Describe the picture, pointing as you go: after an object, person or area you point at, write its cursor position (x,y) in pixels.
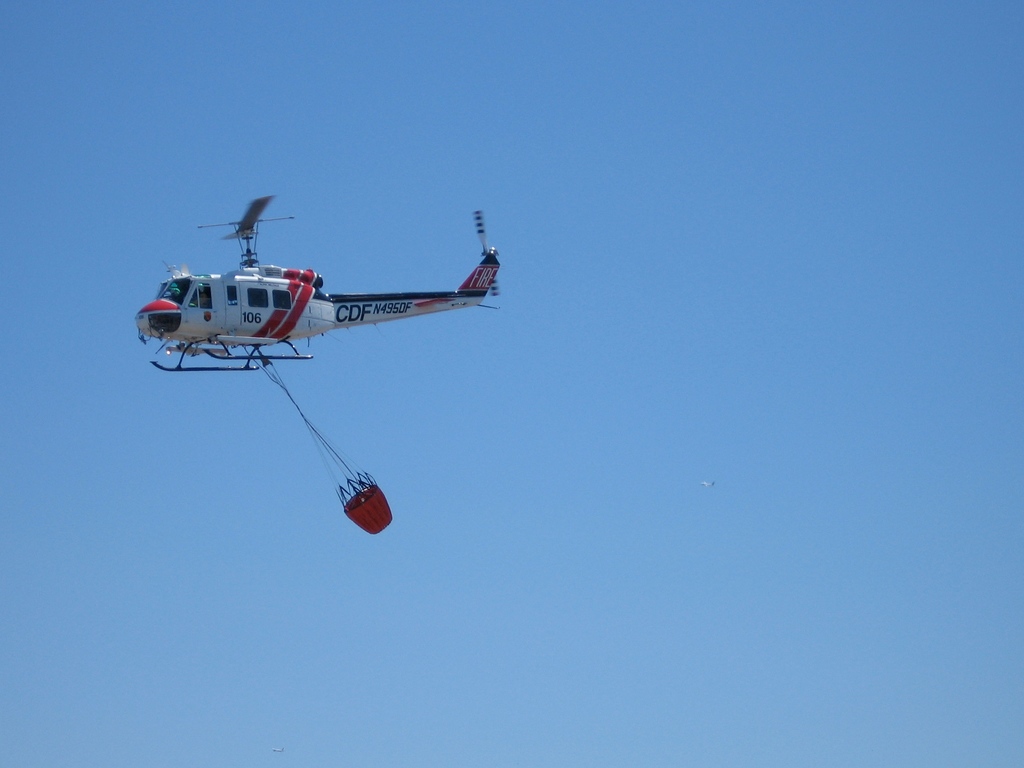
In this image in the center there is helicopter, and in the background (401,426) there is sky (475,406).
